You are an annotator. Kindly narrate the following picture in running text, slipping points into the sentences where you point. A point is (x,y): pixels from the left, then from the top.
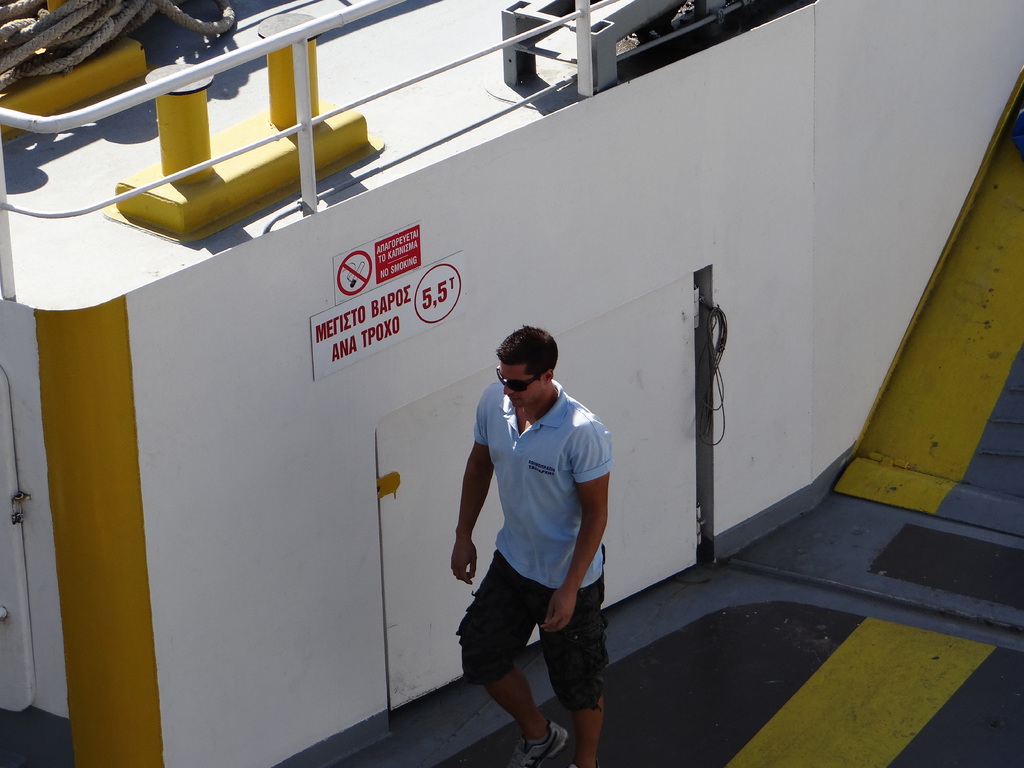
In this image, we can see a person (519,692) wearing glasses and in the background (378,299), there are rods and we can see some boards (317,327) on the wall (313,303) and there are ropes (68,49). At the bottom (824,648), there is a floor (826,575).
